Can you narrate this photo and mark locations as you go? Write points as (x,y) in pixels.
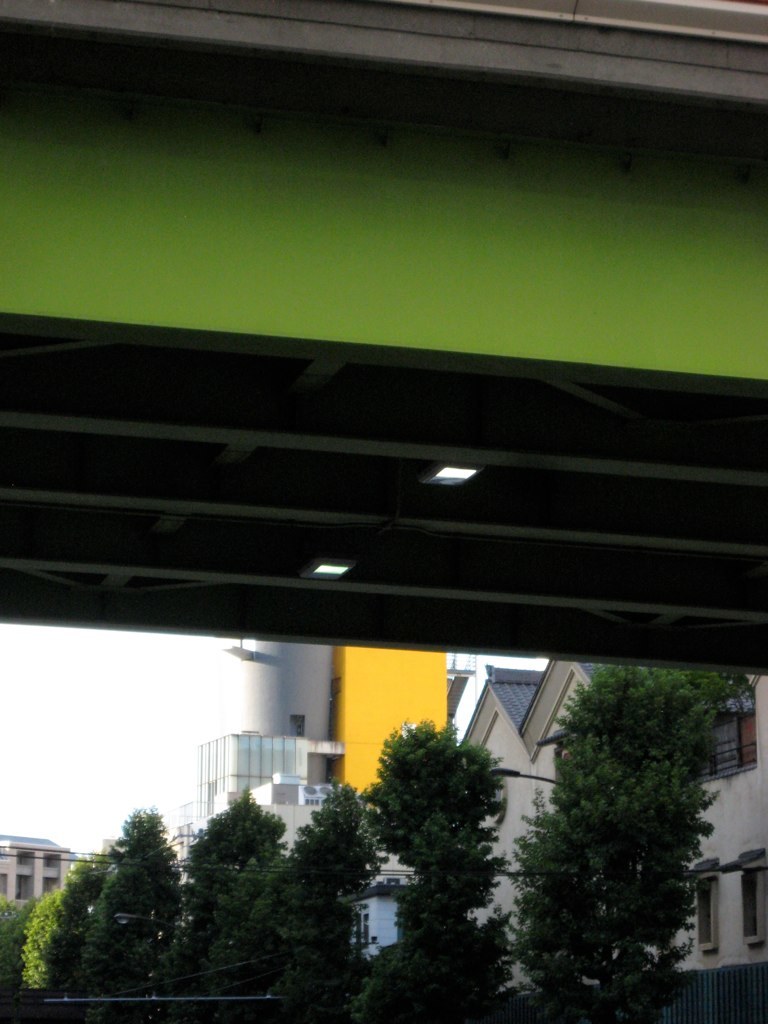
In this image I can see a bridge (694,322) at the top (704,331) and I can see trees (396,771) and building (731,856) and the sky (70,764) at the bottom (70,764).
